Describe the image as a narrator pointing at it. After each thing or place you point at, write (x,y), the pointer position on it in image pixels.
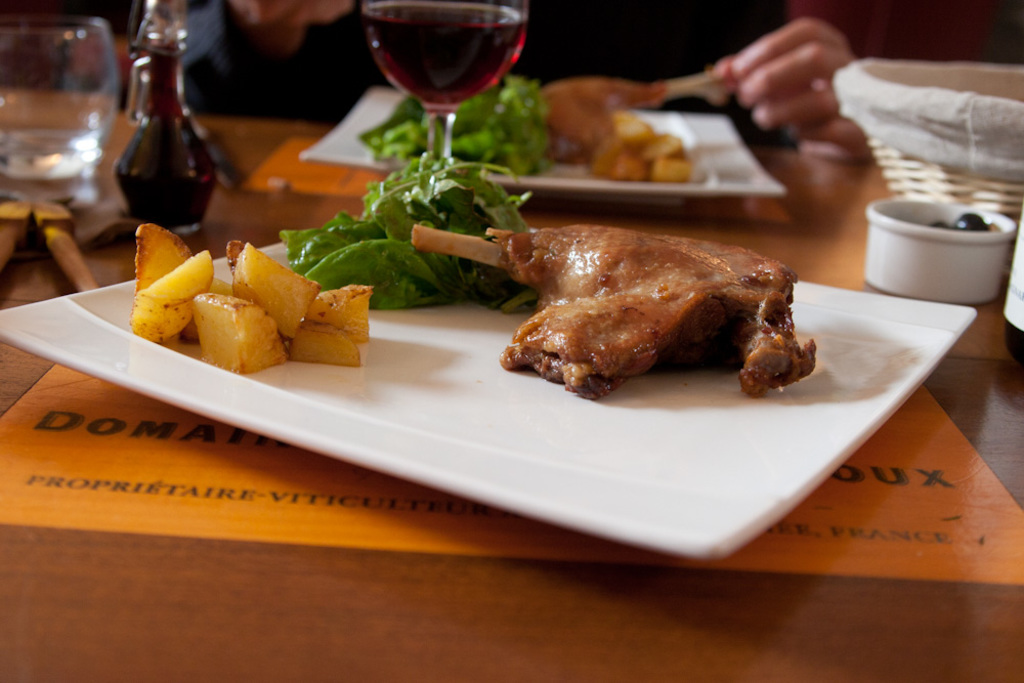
In this image there is a table (424,576) and we can see glasses (472,41), basket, bowl (888,240), plates (493,339) containing meat (562,348), leafy vegetable (408,289) and potatoes (248,341) placed on the table (509,588). In the background (739,61) we can see a person (594,46) sitting and holding meat (644,83).
